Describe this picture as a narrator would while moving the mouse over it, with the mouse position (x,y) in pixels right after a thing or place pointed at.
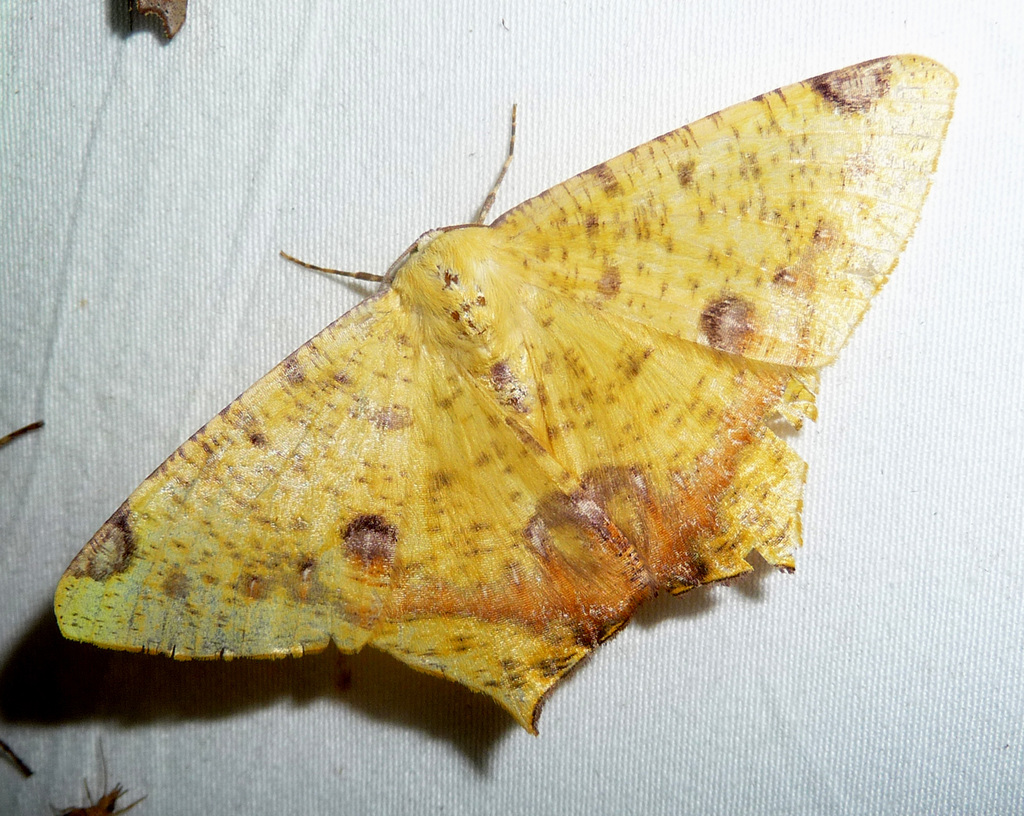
In this image, we can see an insect (404,346) on the white cloth (229,342).
